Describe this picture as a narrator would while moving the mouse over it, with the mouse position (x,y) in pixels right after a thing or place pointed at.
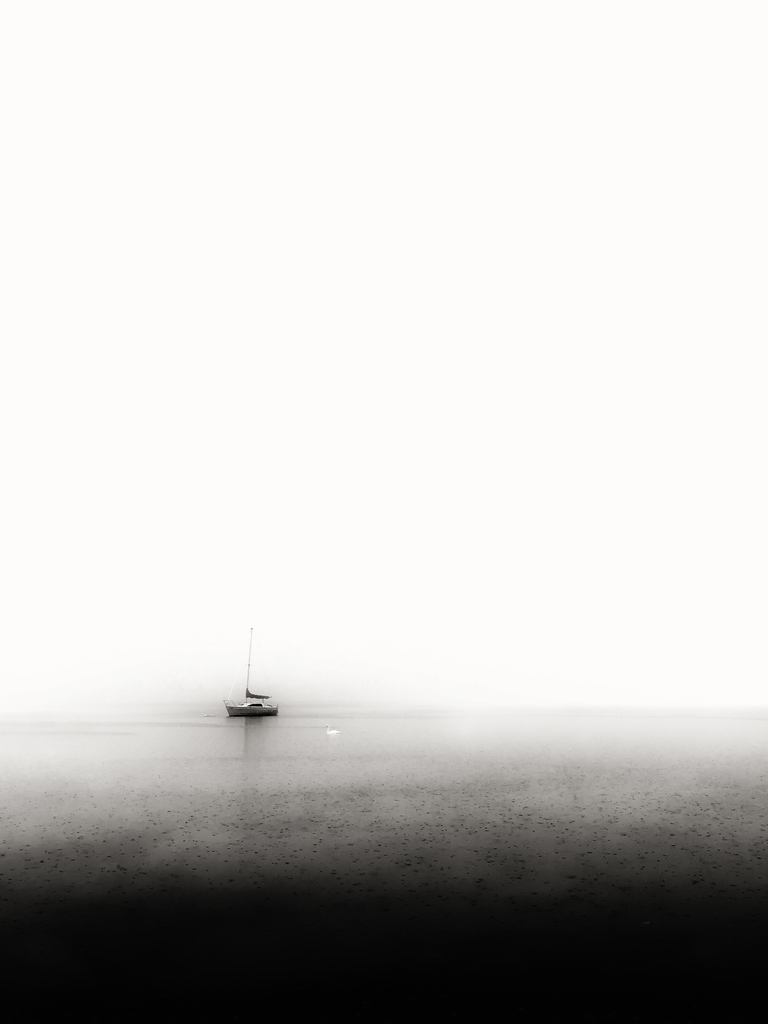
In the background of this image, there is a boat (249,709) on the surface (281,715) of the water (281,715).
